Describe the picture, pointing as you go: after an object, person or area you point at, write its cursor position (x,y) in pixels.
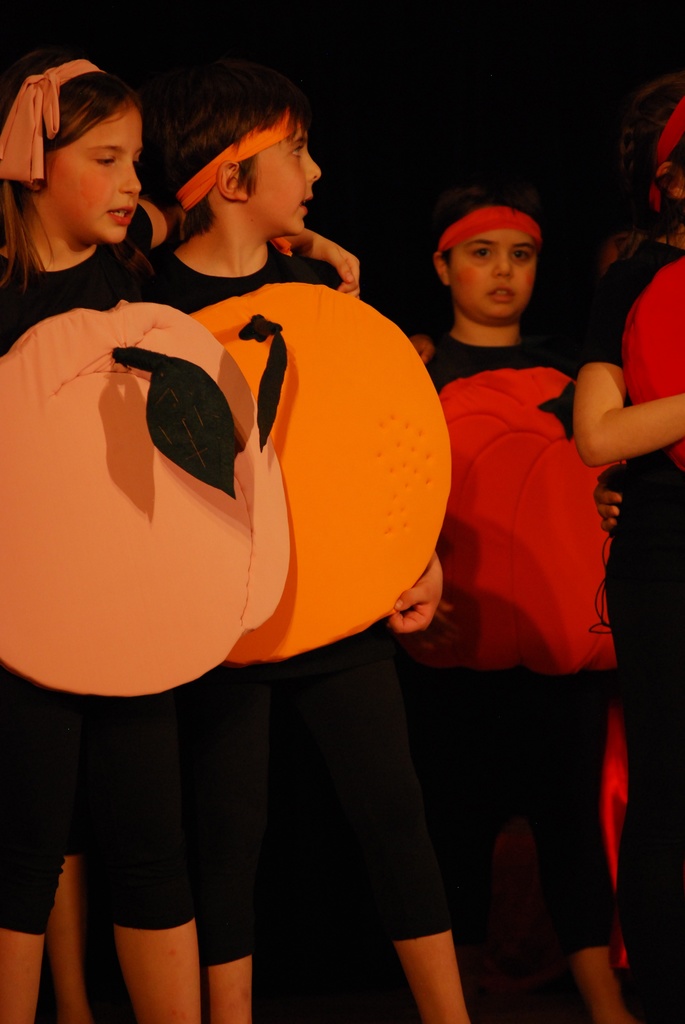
In this picture I can see four persons (260,419) in fancy dresses (334,350), and there is dark background (504,29).
